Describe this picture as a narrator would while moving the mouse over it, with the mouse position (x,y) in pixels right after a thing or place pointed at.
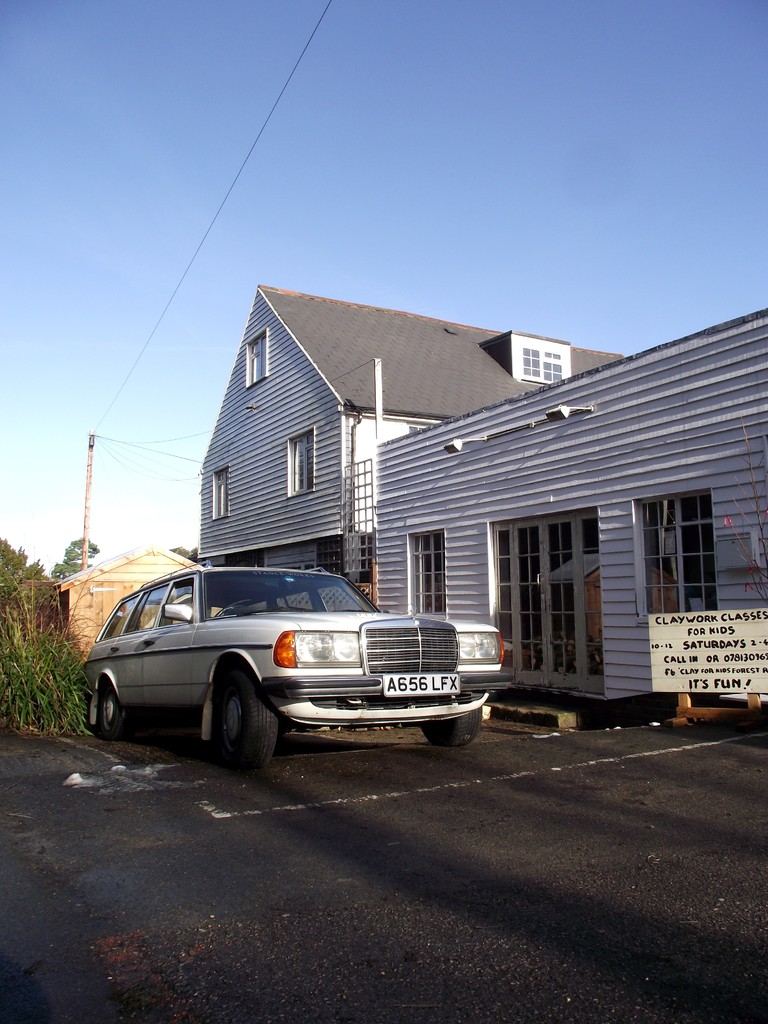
There is a house (517,488) with the windows (302,446), this is car (300,651) on the road (333,856), these are plants (73,712) and a sky (459,108).
